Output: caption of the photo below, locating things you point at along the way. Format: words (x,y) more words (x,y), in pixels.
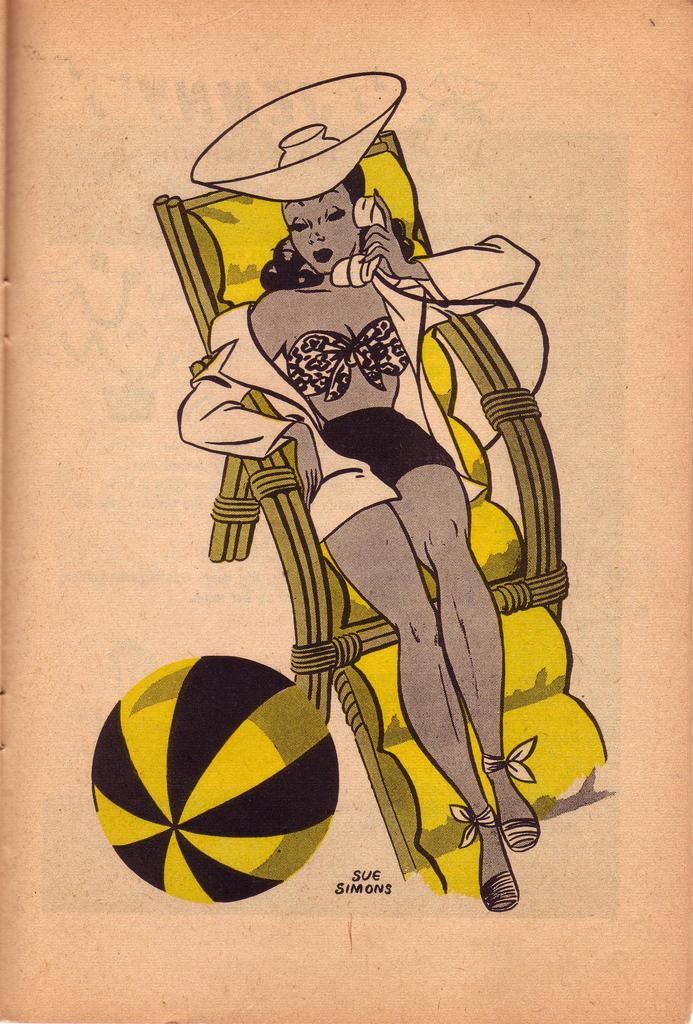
In this I can see an edited photo in which a woman (380,460) sitting on chair (195,256), holding a phone (367,216), wearing a cap (382,101), beside the chair (526,414) there might be the ball (226,812).
